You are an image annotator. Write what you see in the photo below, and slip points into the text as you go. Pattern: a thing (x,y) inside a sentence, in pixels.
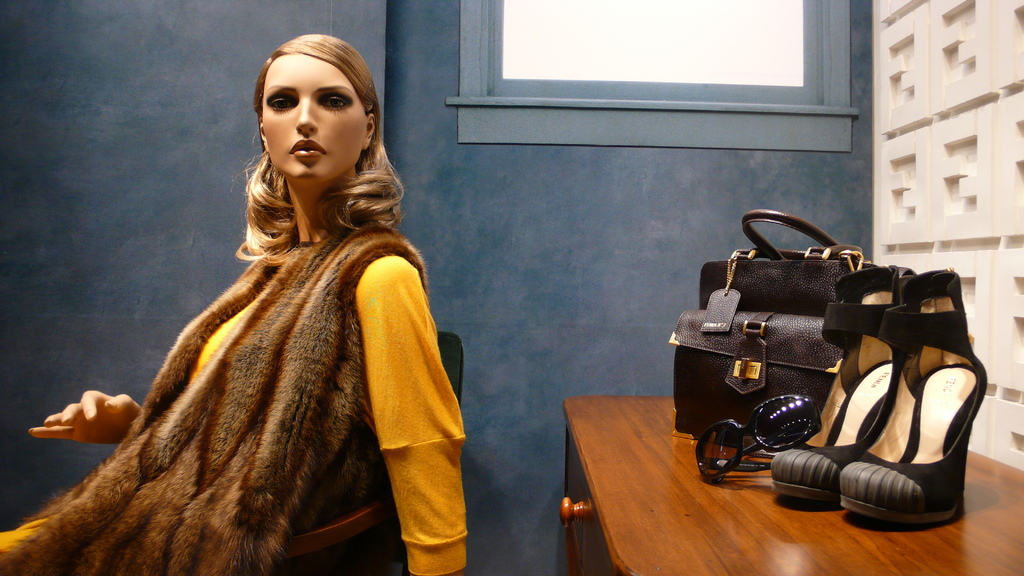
This picture describes about a mannequin (300,404) seated on the chair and we can find a bag (779,322), shoes (857,344) and glasses (725,451) on the table (667,462).
